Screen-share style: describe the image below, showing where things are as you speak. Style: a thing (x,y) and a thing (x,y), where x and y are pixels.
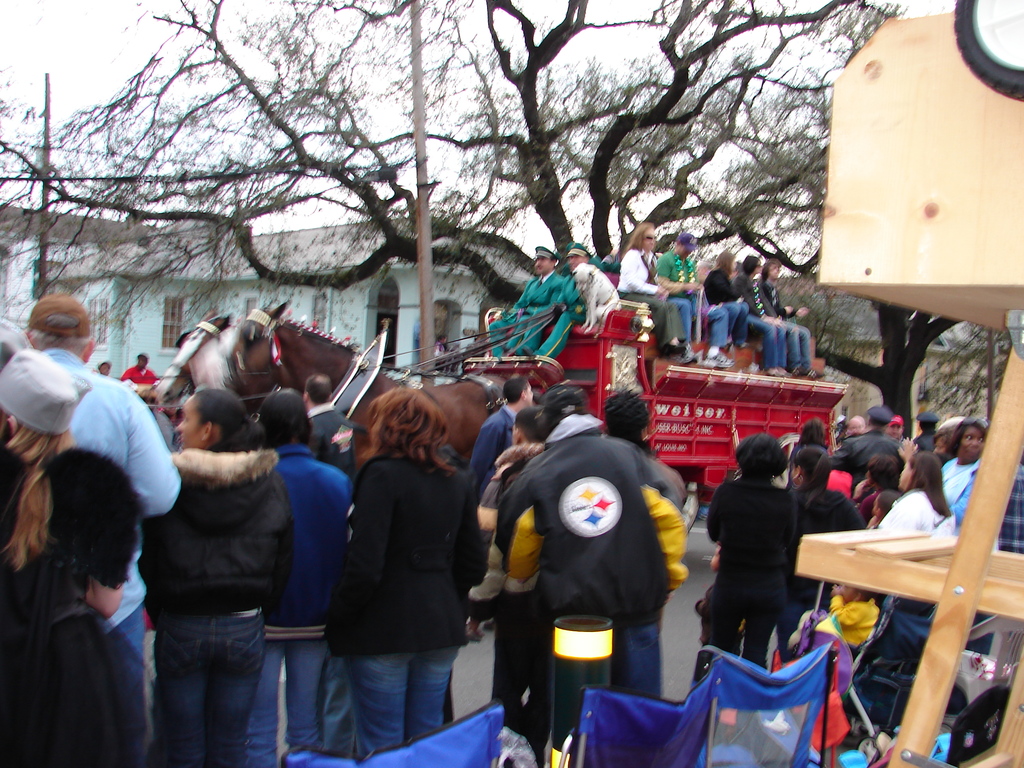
In this image we can see few persons (193,557) are standing and few persons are riding on the horse cart (491,345) on the road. On the right side (950,161) we can see a wooden stand (944,60) and bags (940,751). In the background (236,159) there are trees (154,155), buildings (173,222), windows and sky (302,133).
